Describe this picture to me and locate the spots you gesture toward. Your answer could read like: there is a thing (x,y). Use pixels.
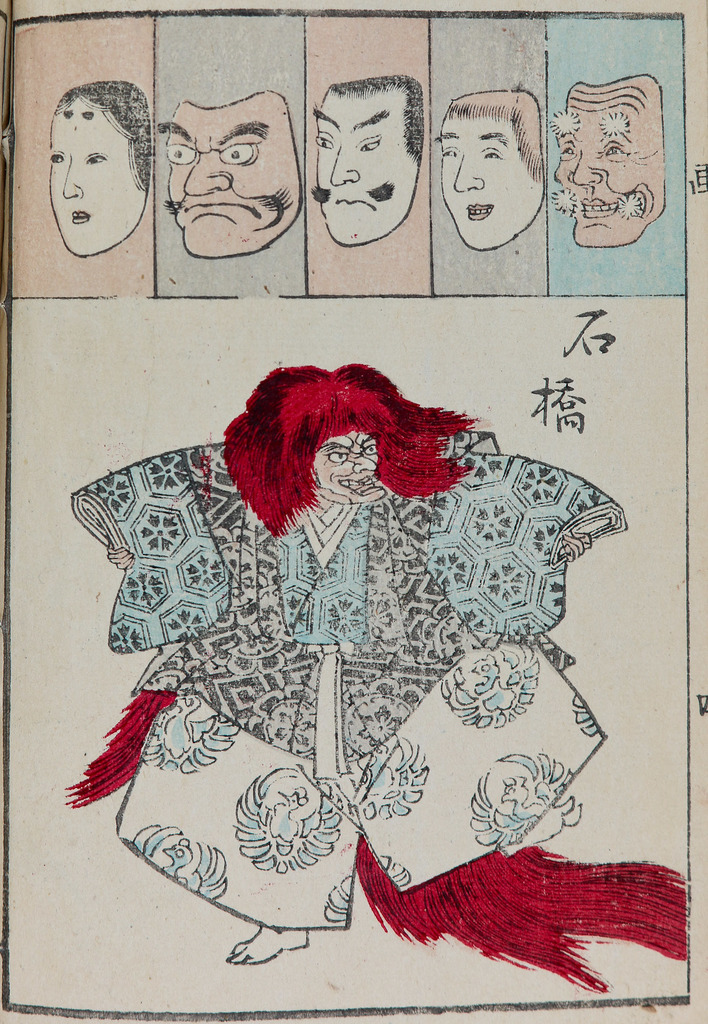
In this image we can see a poster (483,670). On this poster (503,240) we can see pictures (362,479).
